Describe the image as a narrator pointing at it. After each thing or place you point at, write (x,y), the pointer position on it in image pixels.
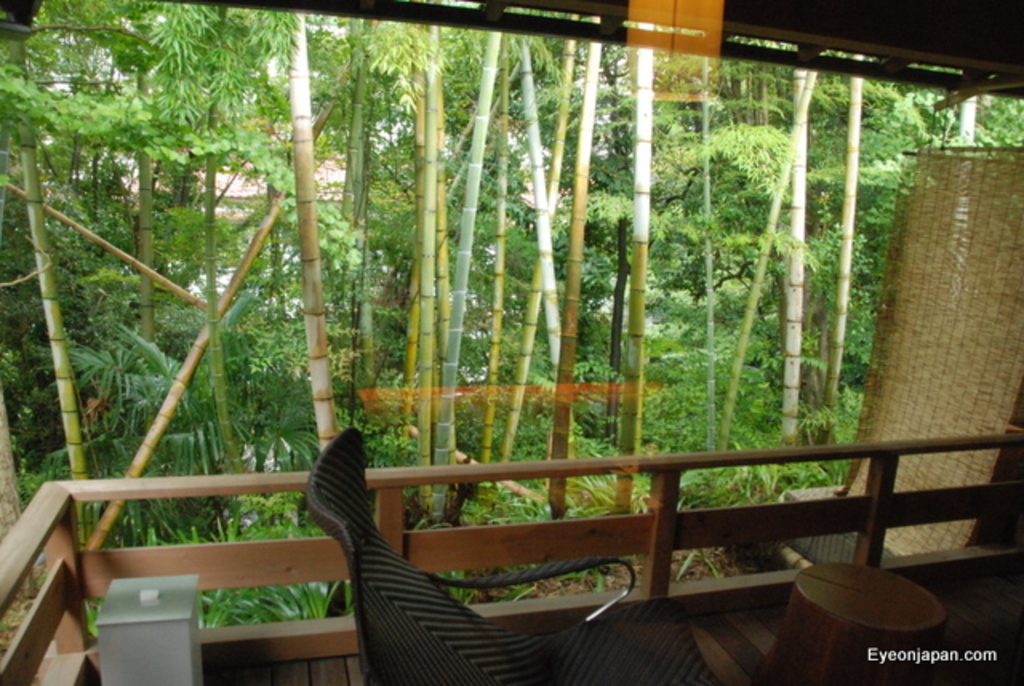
In this picture we can see a chair (435,626) and two objects (172,621) on the wooden floor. Behind the chair (363,556) there is a transparent material (380,310). Behind the transparent material (422,394), there are trees (394,144) and an object (861,484). Behind the trees (216,231), it looks like a building (236,196).
